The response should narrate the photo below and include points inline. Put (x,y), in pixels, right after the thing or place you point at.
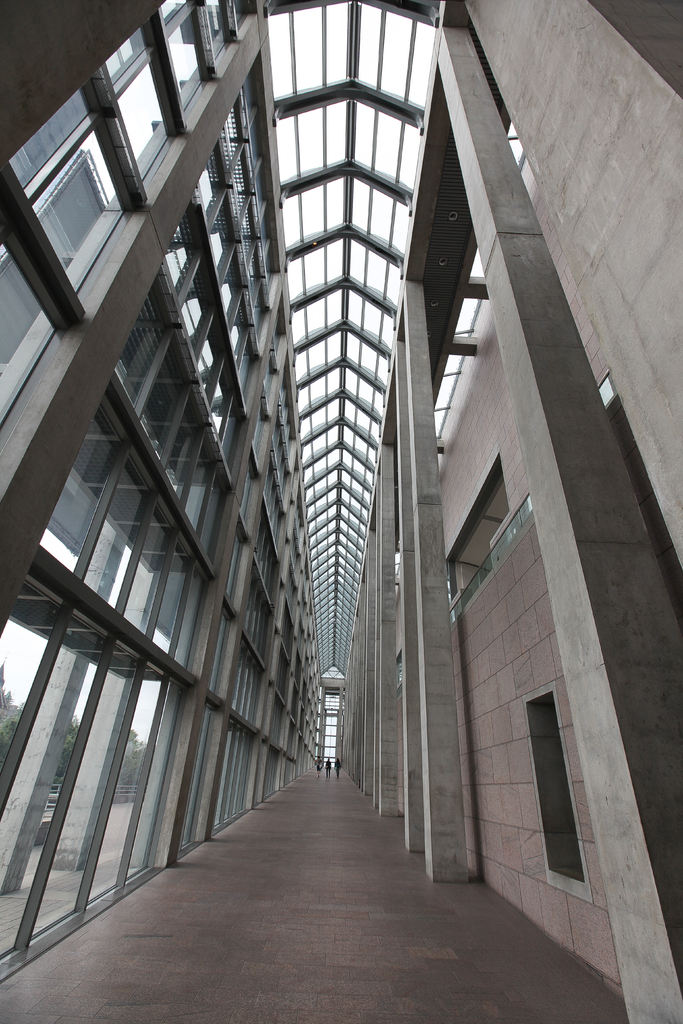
It is an inside view of the building (402,851). Here we can see glass (77,847), wall (509,850), pillars (46,759), walkway (271,851) and few people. On the left side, through the glass (129,816) we can see few trees (126,767) and sky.
